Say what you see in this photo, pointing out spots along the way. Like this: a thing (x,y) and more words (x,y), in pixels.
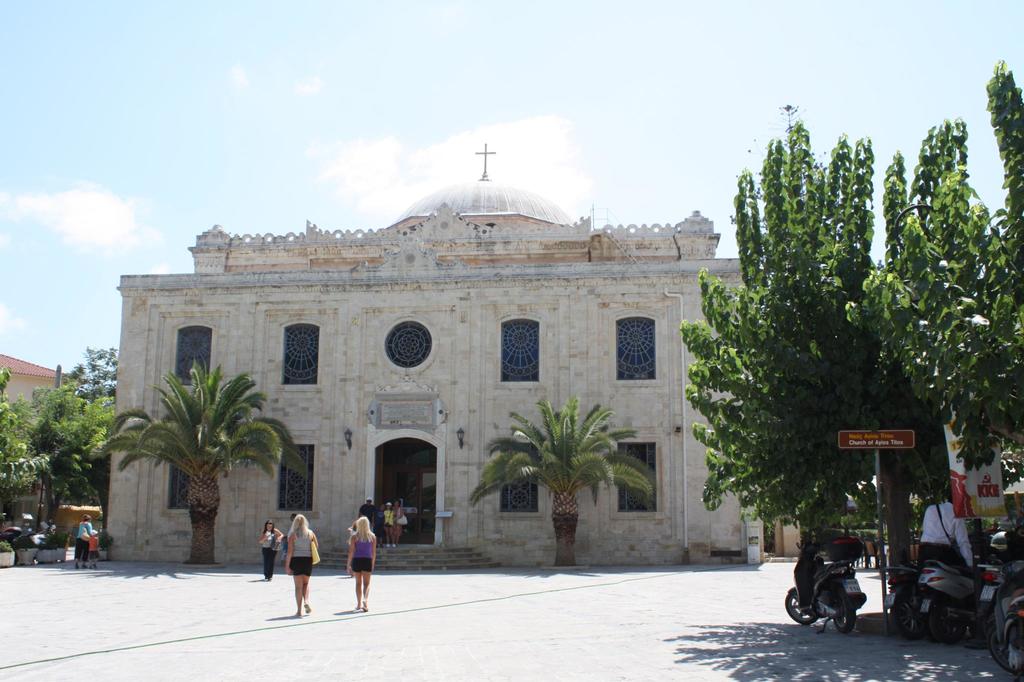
On the right bottom (843,629) I can see bikes (840,584), board (878,518), a person (937,546) and trees (749,455) on the road (452,604). In the foreground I can see a crowd (270,546) on the road (258,577) and a building (412,340). In the left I can see houseplants (59,544). In the background (281,113) I can see the sky (420,103). This image is taken during a sunny day.
